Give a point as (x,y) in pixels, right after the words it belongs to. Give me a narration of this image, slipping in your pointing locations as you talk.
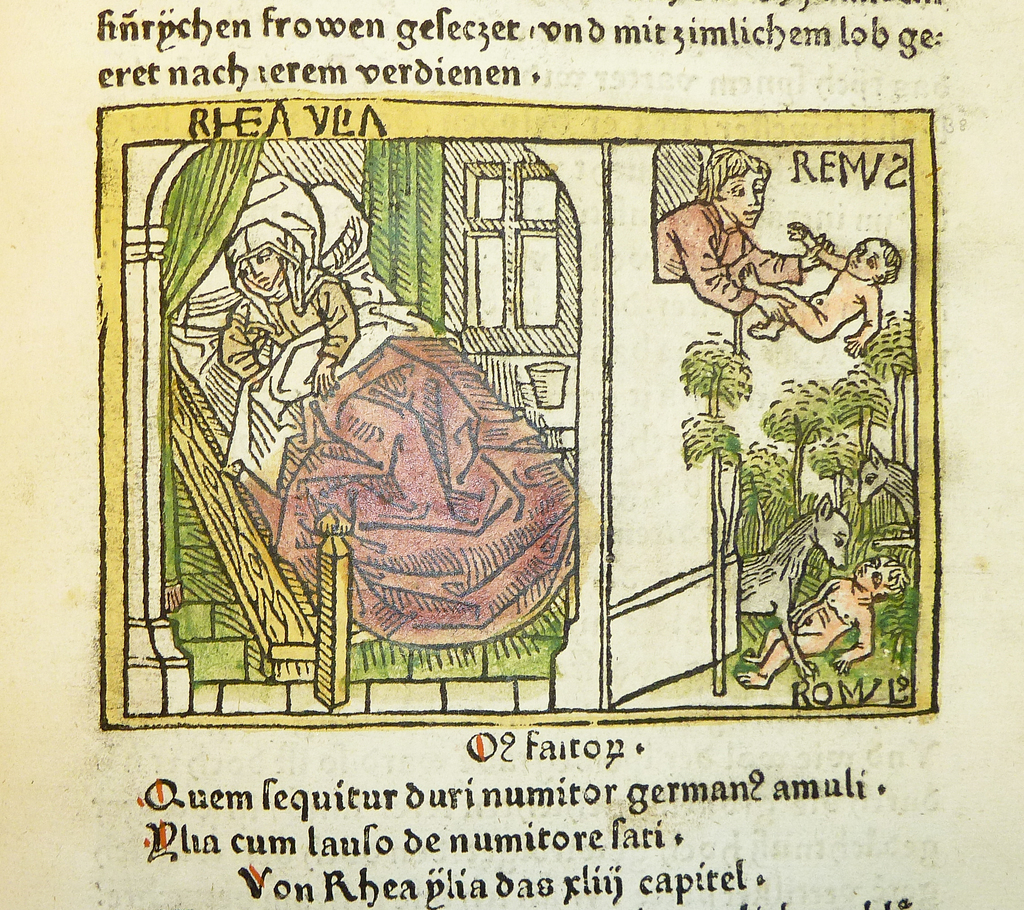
In this image I can see cartoon image of people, animal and trees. Here I can see some text (523,28).
